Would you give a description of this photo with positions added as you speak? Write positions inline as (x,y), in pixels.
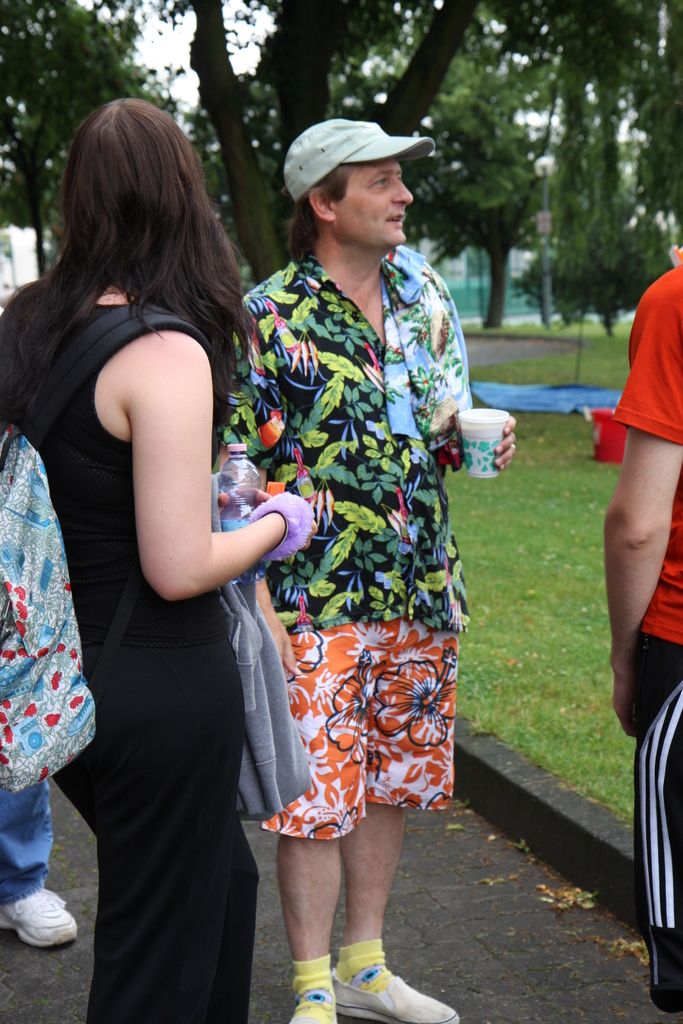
In this picture there are people (318,306) standing, among them there is a woman (144,815) carrying a bag (27,504) and holding a bottle (221,477) and cloth (254,742) and we can see grass (566,616) and objects (604,404). In the background of the image (349,111) we can see trees (584,203) and sky (229,39).
